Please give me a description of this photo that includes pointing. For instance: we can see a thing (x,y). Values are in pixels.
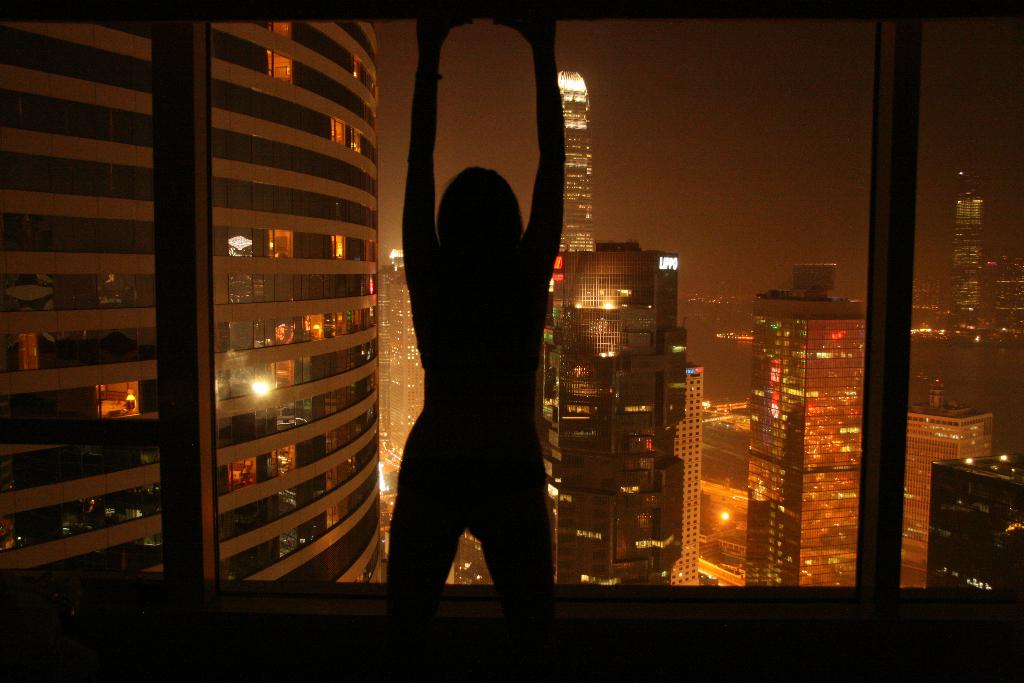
In this picture I can see there is a person (436,44) standing and in the backdrop (566,506) there are buildings (386,432).
